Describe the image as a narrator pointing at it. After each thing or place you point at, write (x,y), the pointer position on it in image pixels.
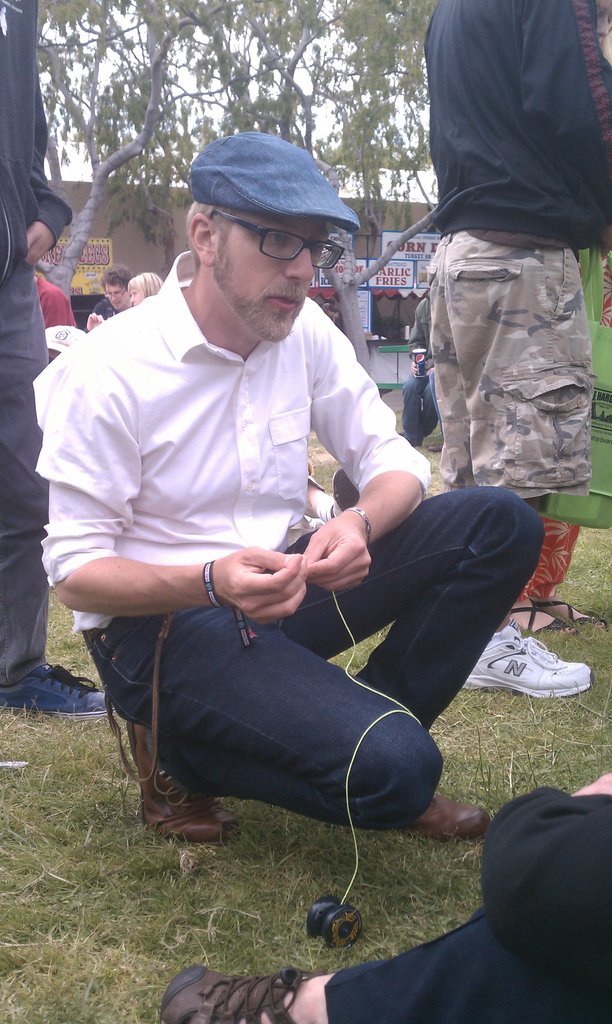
In the center of the image (256,342) we can see person (234,654) sitting on the grass (196,895). In the background (420,321) we can see persons (18,224), store (410,282), trees (50,147), wall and sky (174,76).
